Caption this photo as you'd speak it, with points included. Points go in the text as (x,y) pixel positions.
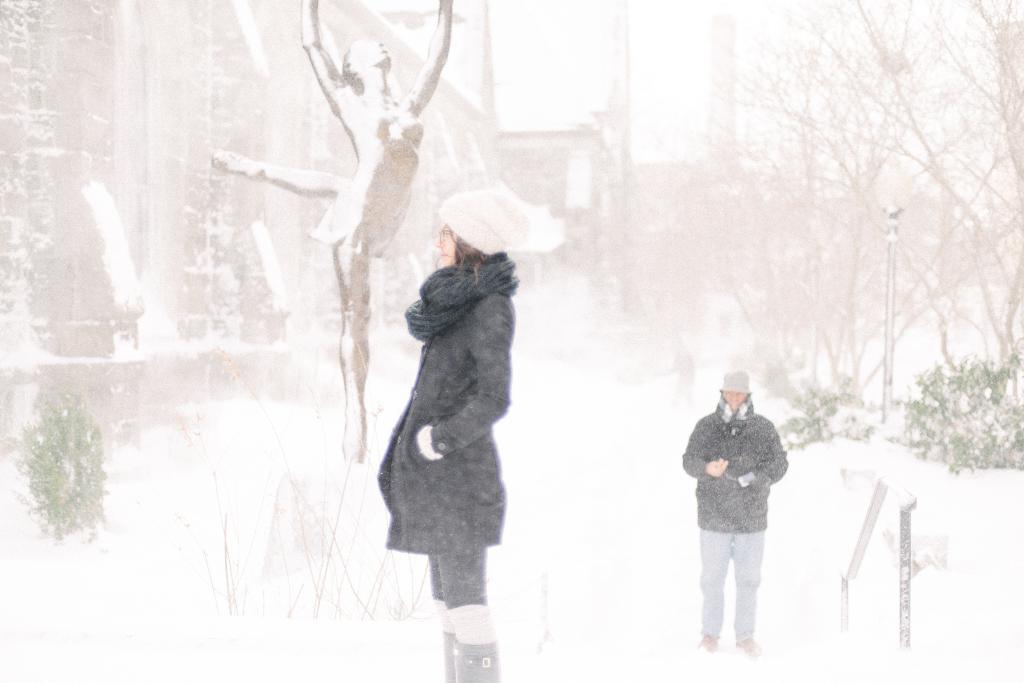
In this image there are two people (479,574) standing, there is a depiction of a woman (395,143), there is snow (103,215), trees (999,334), plants (1022,446), buildings (85,247) and a few poles (892,255).
